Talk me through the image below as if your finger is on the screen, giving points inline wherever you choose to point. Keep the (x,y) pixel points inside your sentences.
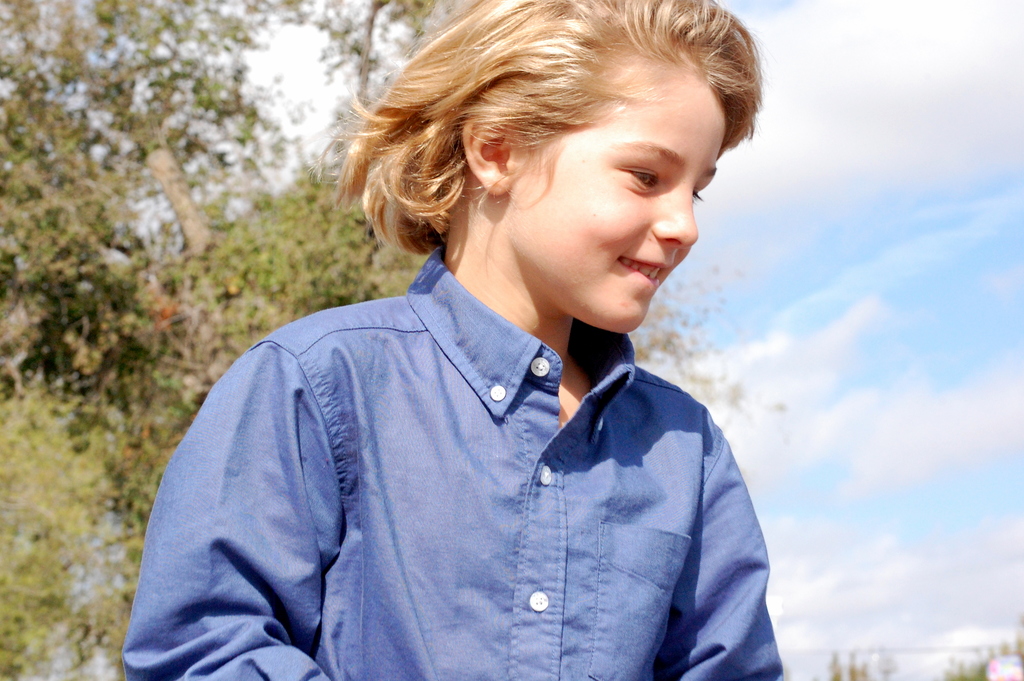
In this picture we can see a person (272,370) smiling. In the background (230,282) we can see trees (138,75) and the sky (903,280) with clouds (874,158).
